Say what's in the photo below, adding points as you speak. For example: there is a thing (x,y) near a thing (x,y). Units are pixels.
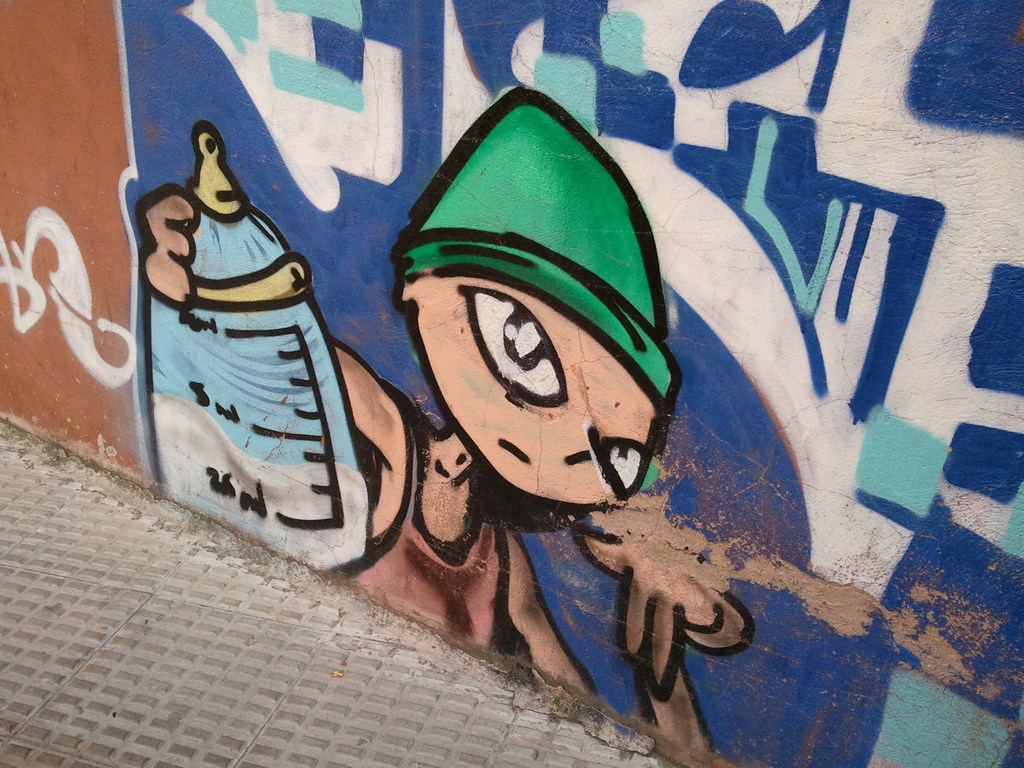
This image consists of a wall (418,128). On which there is a painting (556,43) of a boy (453,342) holding a bottle (240,467). At the bottom (118,628), there is a road (85,597).
